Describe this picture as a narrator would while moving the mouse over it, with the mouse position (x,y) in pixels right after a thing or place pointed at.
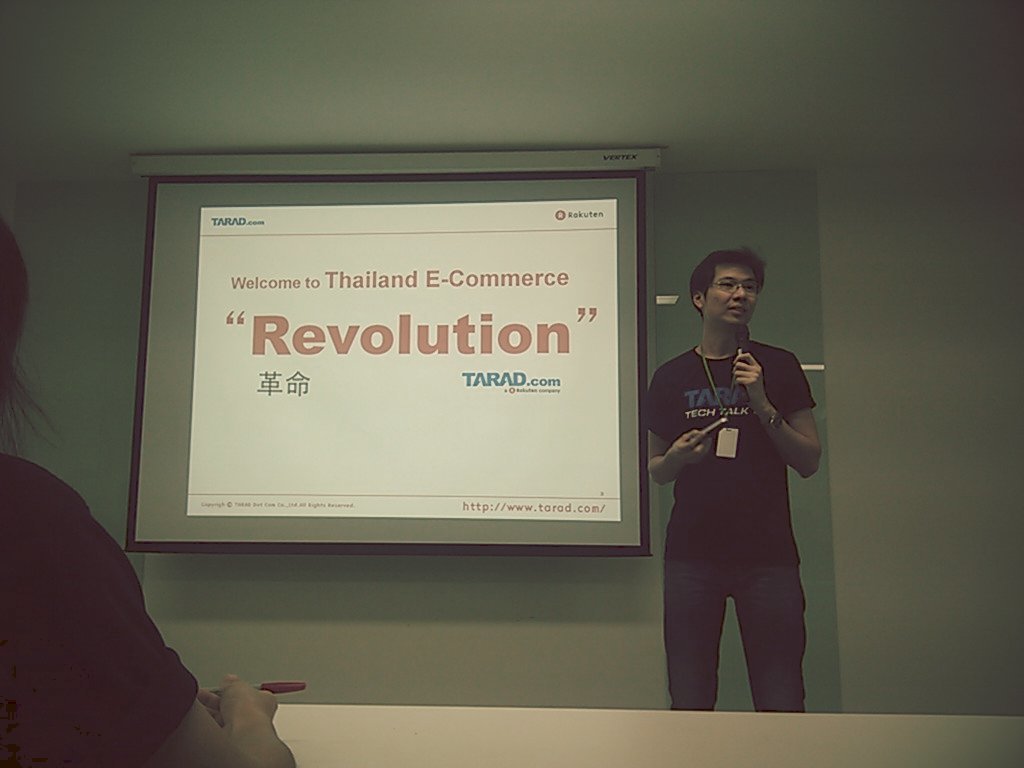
In this picture there is a man (784,676) standing and holding the microphone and he is talking. At the back (582,169) there is a screen (560,465) and there is text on the screen (454,246). In the foreground (27,661) there is a person (290,751) sitting and holding the pen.
